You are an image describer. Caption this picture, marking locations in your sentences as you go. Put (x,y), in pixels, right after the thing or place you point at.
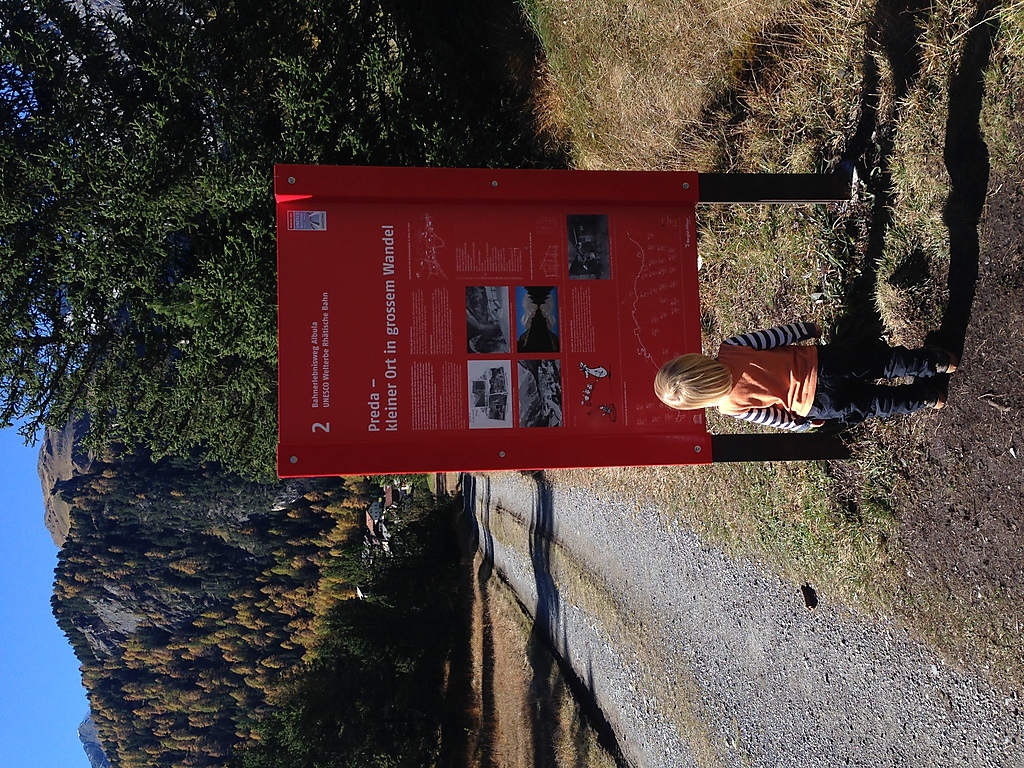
This image consists of a small girl (771,394) standing. In front of her there is a board (559,223) in red color. At the bottom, there is grass (842,583). To the left (277,721), there are trees (163,673) and mountains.
